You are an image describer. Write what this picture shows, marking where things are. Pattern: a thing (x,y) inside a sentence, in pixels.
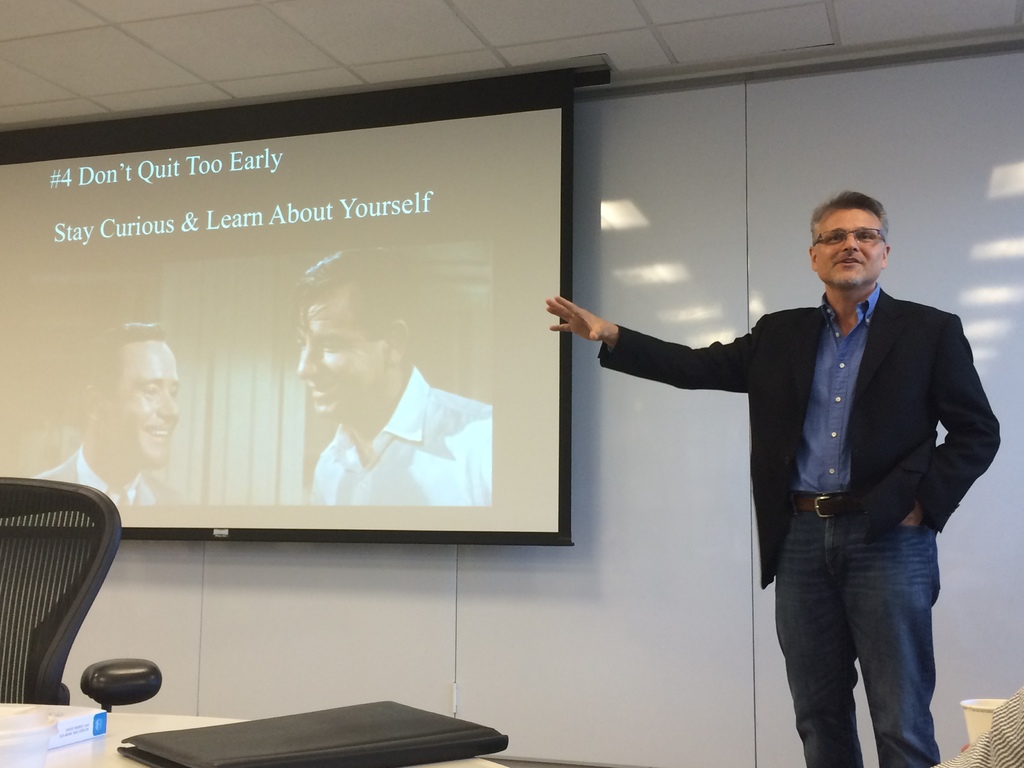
In this image we can see a person (885,450) standing. Behind the person (858,408) there is a wall (578,373) and a projector screen (332,339). On the screen (267,264) we can see some text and images (295,421) of the persons (489,450). In the bottom left (91,710) there are few objects (84,730) on a table (69,763) and a chair (61,664). In the bottom right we can see a hand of a person (1004,745).
